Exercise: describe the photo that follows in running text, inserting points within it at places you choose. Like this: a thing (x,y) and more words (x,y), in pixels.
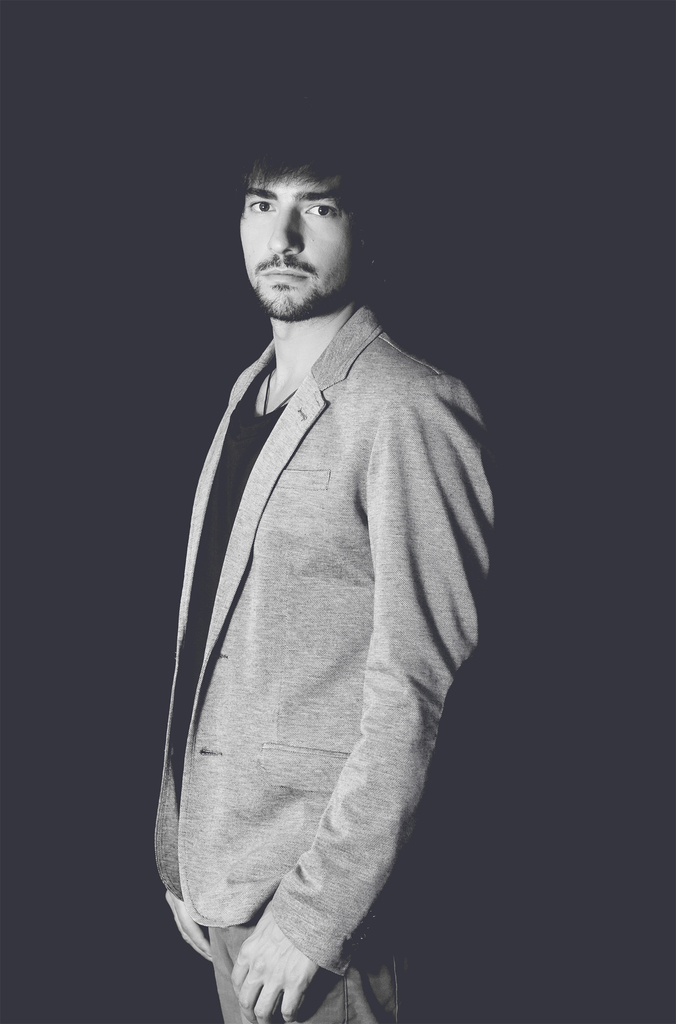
In this image we can see a man (289,635) is standing, he is wearing the suit (181,628), the background (62,599) is dark.
